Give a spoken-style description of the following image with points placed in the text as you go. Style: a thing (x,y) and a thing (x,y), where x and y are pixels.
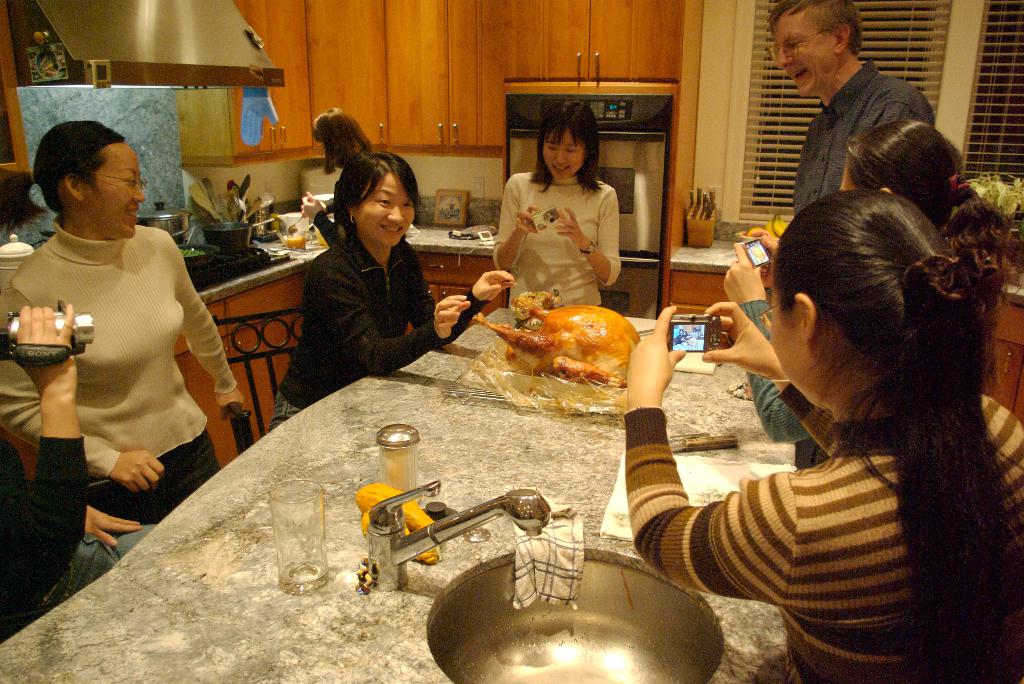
In this image there is a table (555,435) and we can see a meat (591,382), glass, sink (433,614), cloth (533,578) and a jar (409,471) placed on the table (376,466). We can see people (111,359) sitting. On the left (58,338) we can see a person's hand (68,376) holding a camera (67,359). In the background (422,229) there is a counter top (716,241) and we can see things (222,231) placed on the counter top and there is an oven (646,207) and cupboards (420,98). On the right (750,97) we can see windows (755,106) and there are blinds (783,149).
